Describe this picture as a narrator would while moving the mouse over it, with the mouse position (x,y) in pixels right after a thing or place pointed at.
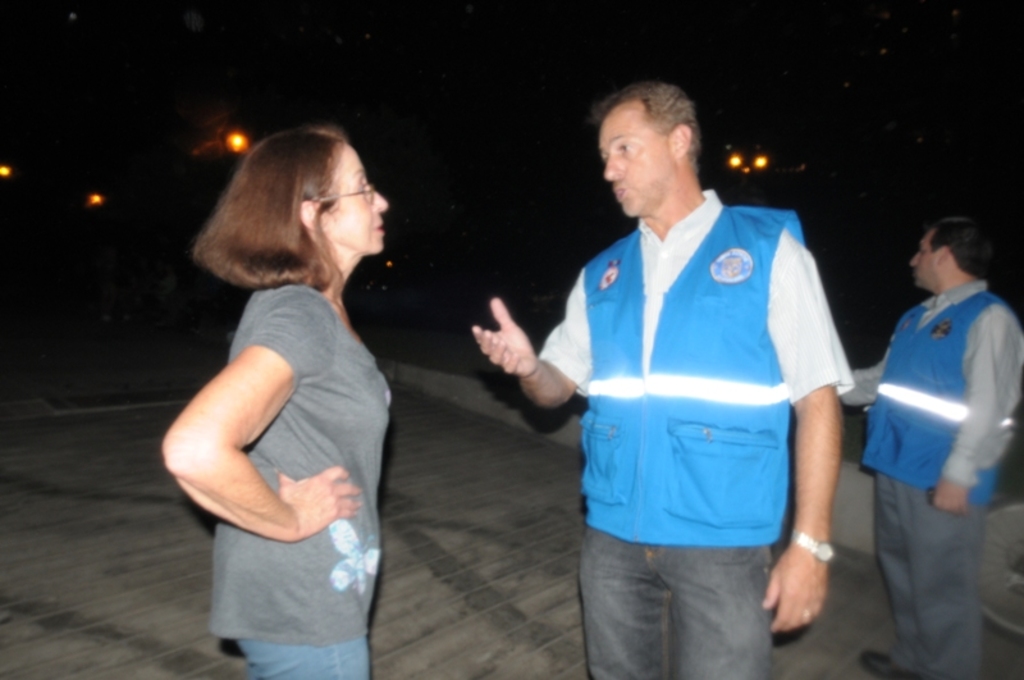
In this picture there are three persons (661,529) standing. In the background of the image (491,145) it is dark and we can see lights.
